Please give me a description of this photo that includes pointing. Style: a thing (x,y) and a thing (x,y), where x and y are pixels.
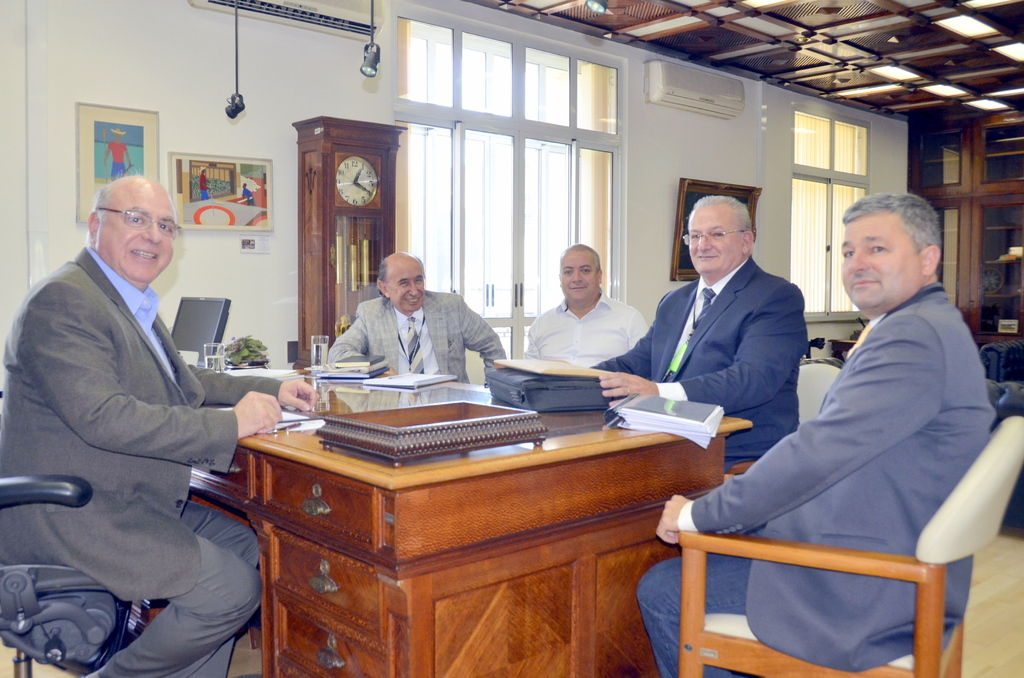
We can able to see persons (766,330) are sitting on a chair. In-front of this person's (722,358) there is a table (599,443), on a table (496,460) there is a bag (562,401), file (518,360), books (384,366), glass (325,356) and monitor (201,330). This is a clock (330,221). On wall (276,201) there are different type of pictures (172,160). Air conditioner (695,104) is on wall (321,105). These are windows (535,185). These persons (880,413) wore suit (893,406).
